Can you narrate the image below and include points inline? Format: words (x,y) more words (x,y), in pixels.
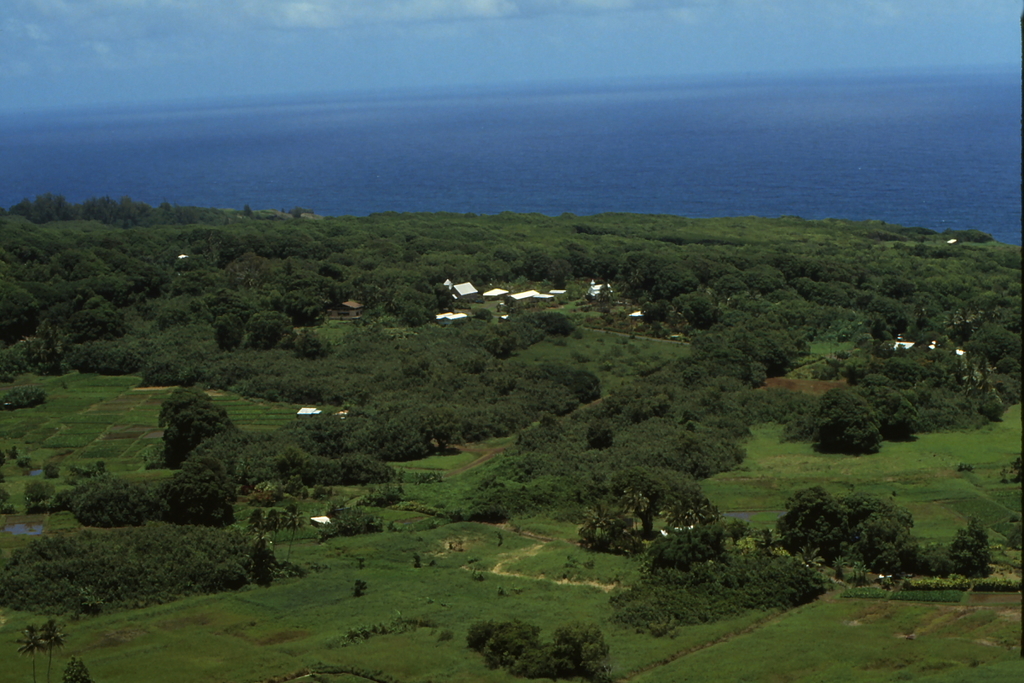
In this image I can see the ground (408,609), some grass (397,617) on the ground (263,632) and few trees (267,535) which are green in color. I can see the roofs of few buildings (451,318) which are white in color and in the background (685,121) I can see the water (645,95) and the sky (600,43).
